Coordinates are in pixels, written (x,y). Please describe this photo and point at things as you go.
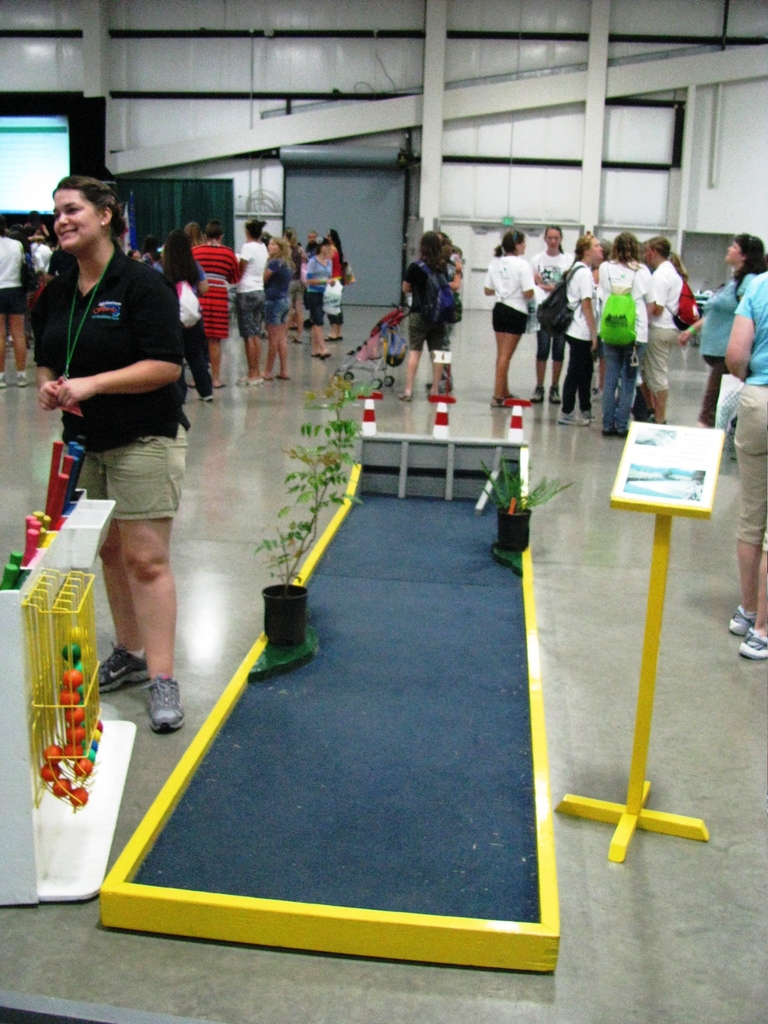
In this picture I can see the inside view of a building (642,219) and in front (351,573) I can see a yellow and blue color thing (341,664) on which there are 2 plants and on the left side (98,663) to it, I can see a white color thing (81,532) on which there are few colorful things (45,528) and right to it, I can see a board (662,472) and I can see number of people (256,299) standing on the floor (459,428).
